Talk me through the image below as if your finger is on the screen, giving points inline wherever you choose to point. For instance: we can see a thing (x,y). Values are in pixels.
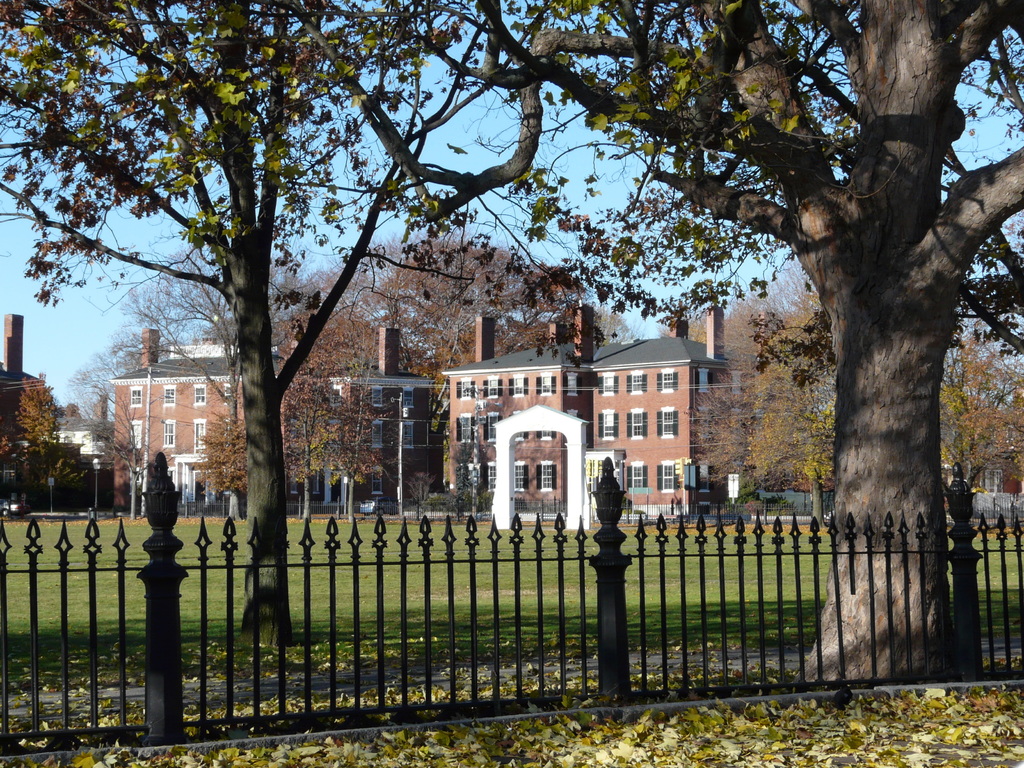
In this image there is fencing (891,630), trees (918,556), ground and houses (537,393).
